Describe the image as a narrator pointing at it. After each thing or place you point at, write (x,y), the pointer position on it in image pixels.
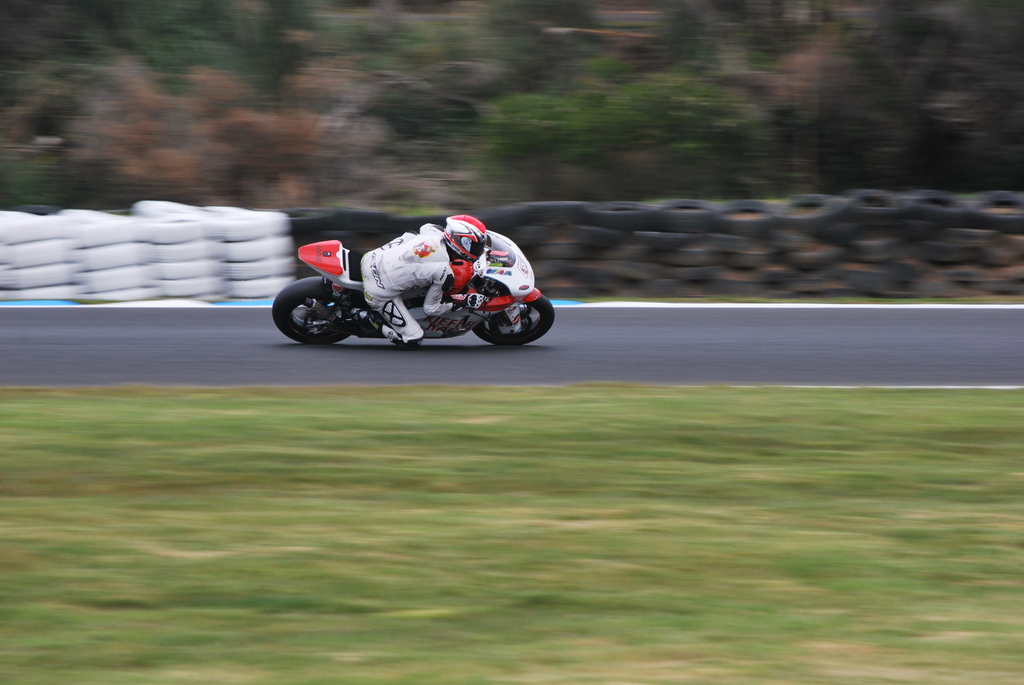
In the center of the image (495,271) there is a person (387,245) riding the bike (478,328) on the road (739,341). At the bottom of the image (468,569) there is grass (559,520) on the surface (459,513). In the background of the image (867,238) there are tires (589,241). There are trees (537,77).
